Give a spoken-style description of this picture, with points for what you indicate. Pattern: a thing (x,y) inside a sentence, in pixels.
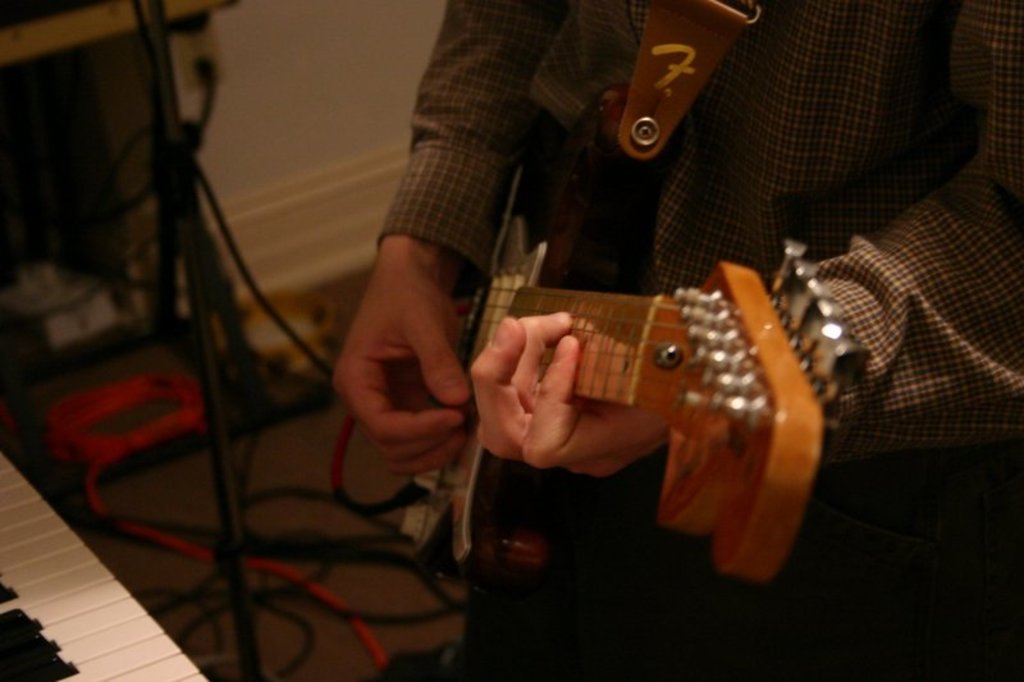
This picture shows a person (735,109) playing guitar (668,466) and we see a piano (69,529) in front of him.
